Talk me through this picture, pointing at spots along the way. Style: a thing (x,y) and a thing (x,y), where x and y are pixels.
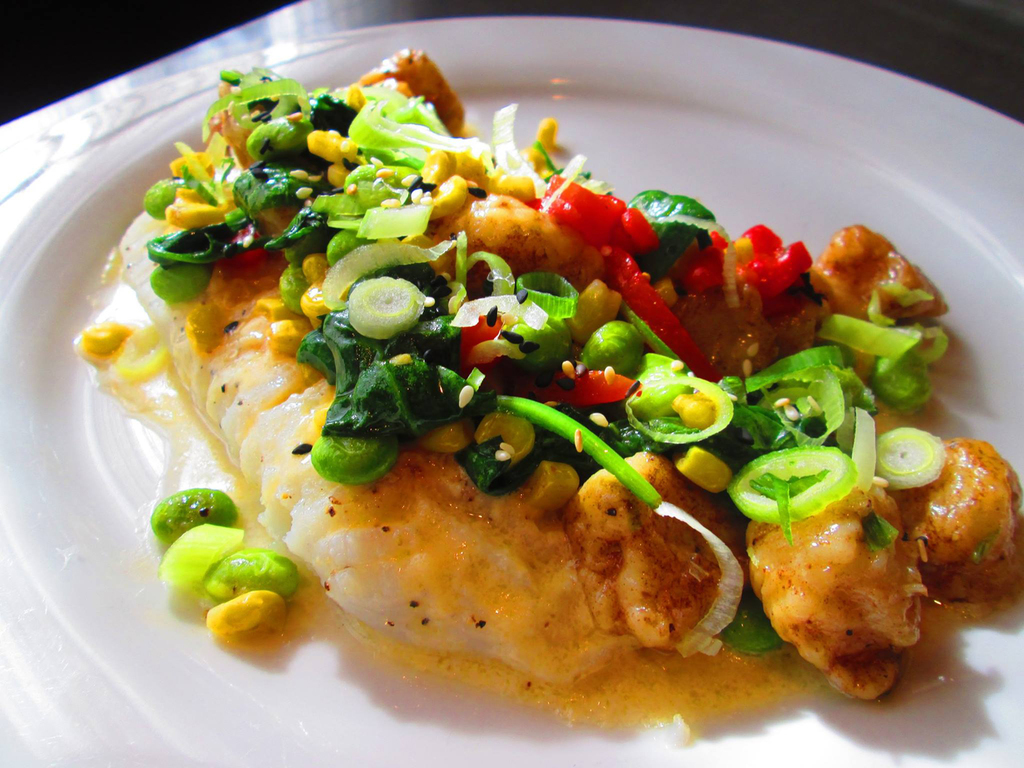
The picture consists of a dish (313,462) served in a plate (77,737).
